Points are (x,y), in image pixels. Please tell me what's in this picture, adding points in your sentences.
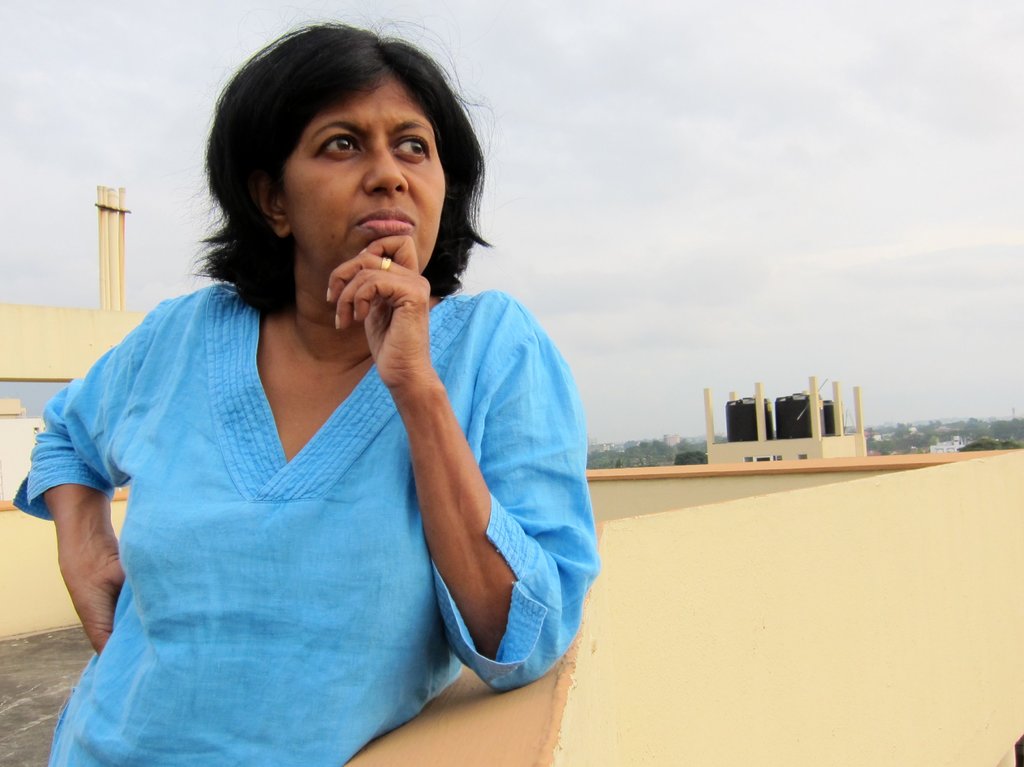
A woman (332,471) is standing, this is a building (829,515) and a sky (754,218).
